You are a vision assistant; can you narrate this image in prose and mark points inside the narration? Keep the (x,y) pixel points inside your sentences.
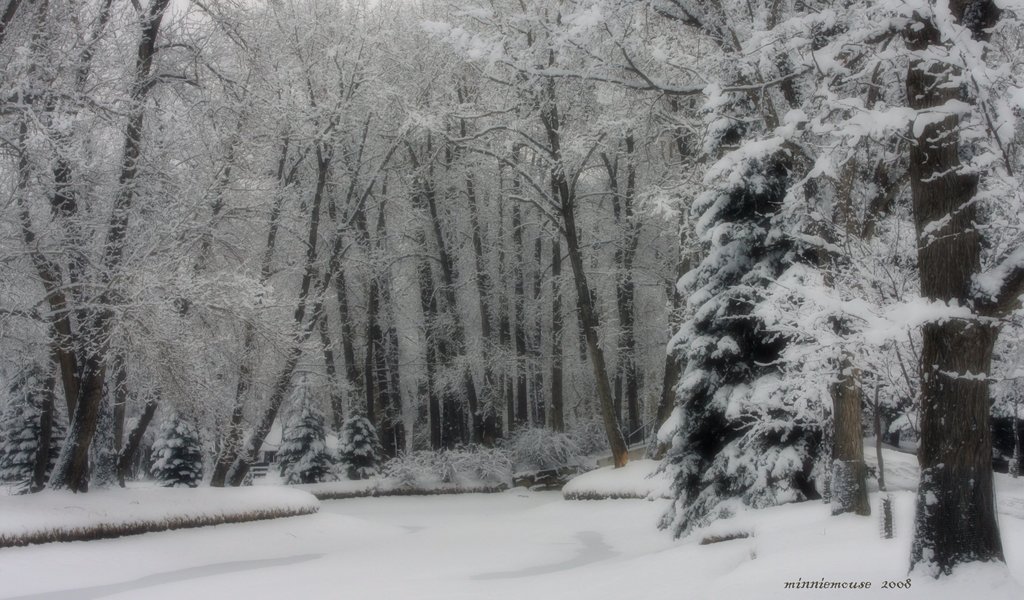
In this picture we can see snow (300,541) and few trees (386,274), in the bottom right hand corner (814,587) we can see some text (825,579).
